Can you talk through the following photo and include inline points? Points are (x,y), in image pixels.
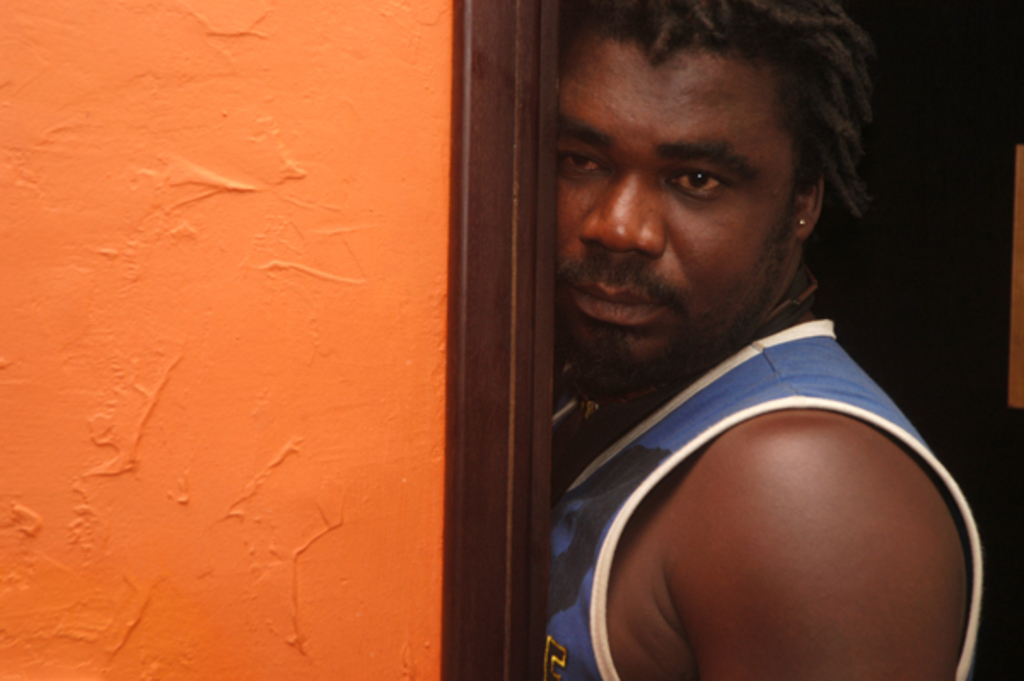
In this picture, we see the man (719,319) in blue T-shirt (749,394) is standing. Beside him, we see a wall (249,419) in orange color. On the right side (838,245), it is black in color.
